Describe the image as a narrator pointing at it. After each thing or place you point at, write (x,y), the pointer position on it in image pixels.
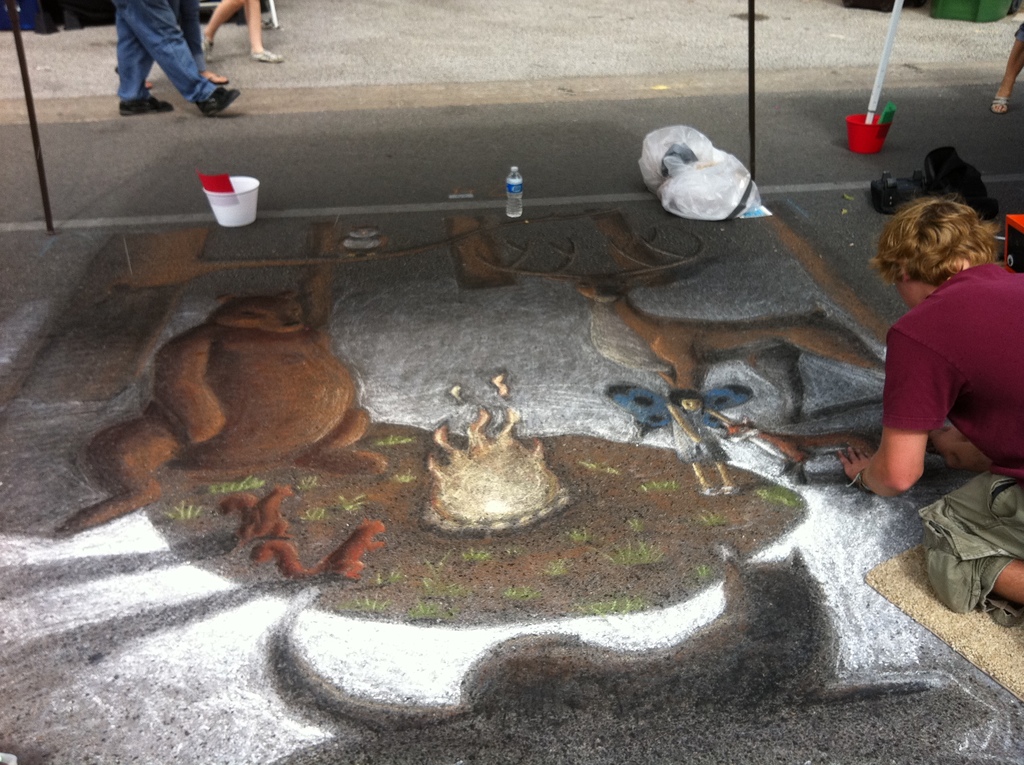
In this picture there is a man (954,411) wearing maroon color t-shirt (976,430) is sitting on the ground (815,307) and making the craft (272,257) on the road (288,249). Behind there is a road (114,53) and some persons (120,46) are walking.
